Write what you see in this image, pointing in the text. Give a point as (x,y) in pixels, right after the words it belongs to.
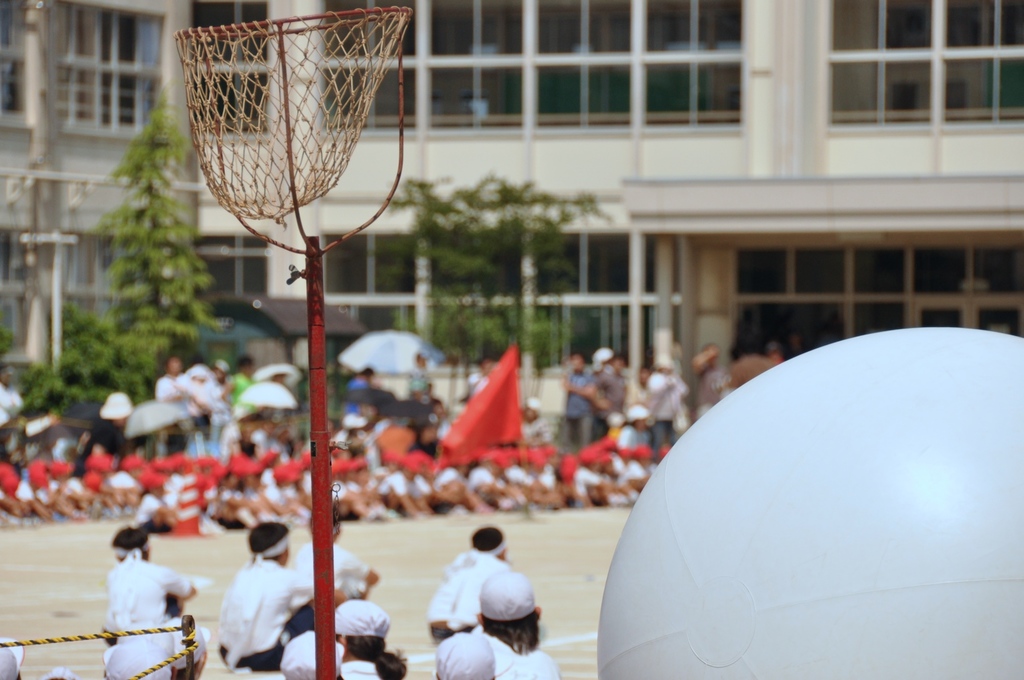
In the foreground of the image (780,655) I can see an object (768,659) which is in white color on the right side of the image (759,581) and a net (291,251) here. The background of the image (407,491) is slightly blurred, where we can see a few people (377,679) are sitting on the ground (601,532), we can see red color flag (498,412), few people (124,423) standing, I can see trees (60,386) and a building (613,122).
